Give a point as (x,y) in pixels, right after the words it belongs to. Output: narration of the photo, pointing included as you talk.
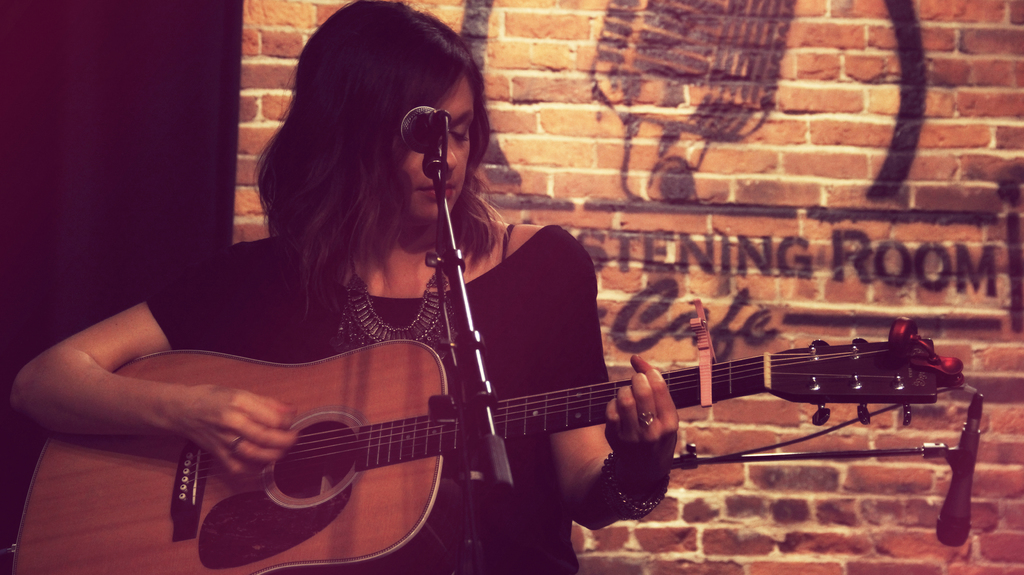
Here in this picture we can see a lady (351,290) with black dress (296,302). She is playing guitar (351,408). In front of her there is a mic (437,133). Behind her there is a brick wall (580,157). And there is symbol (719,74) on it. And something is written on that wall (715,273).
